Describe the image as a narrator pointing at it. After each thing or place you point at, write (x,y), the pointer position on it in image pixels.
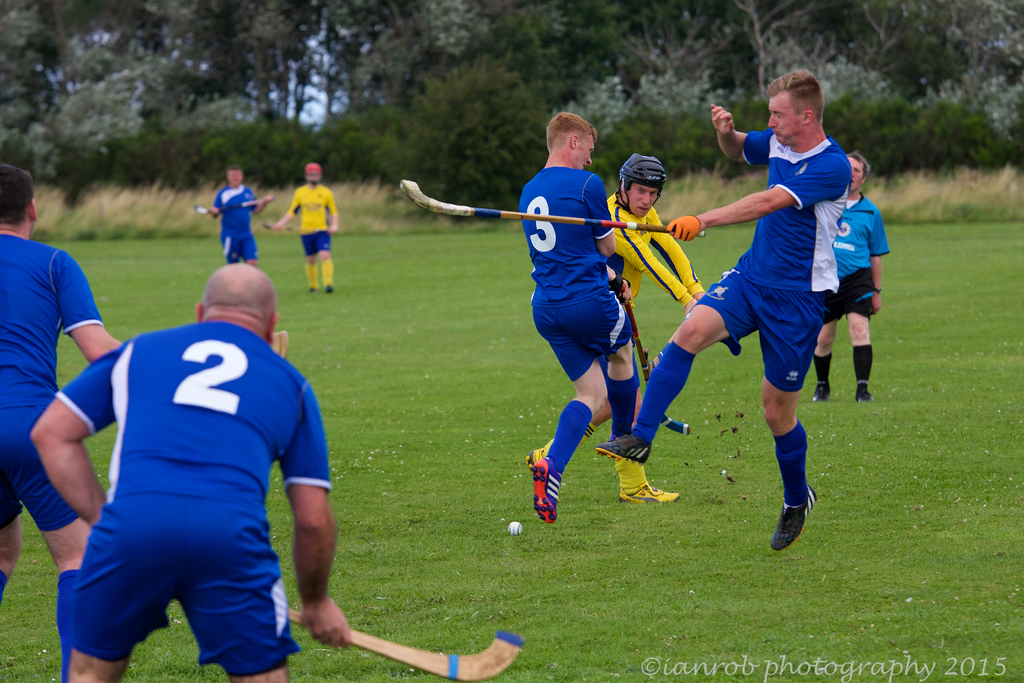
There is a group of persons (216,401) are playing hockey in a grassy land (467,332) as we can see at the bottom of this image (563,546). There are some trees (538,123) in the background (684,97). There is a watermark (783,655) at the bottom right corner of this image (840,664).
